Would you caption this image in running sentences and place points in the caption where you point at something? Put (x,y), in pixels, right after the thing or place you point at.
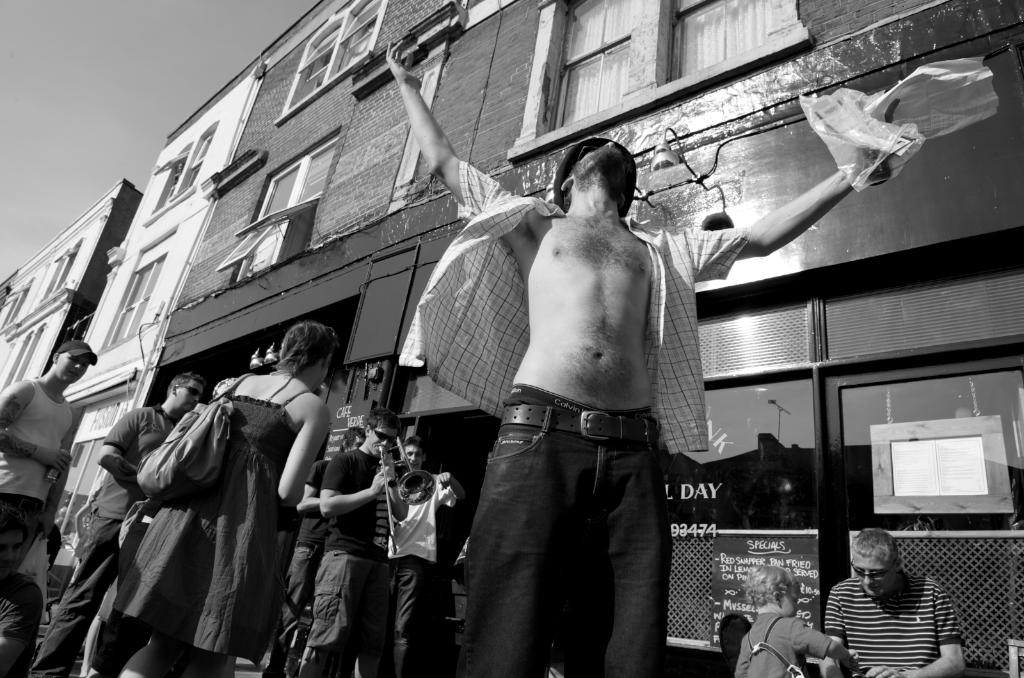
This is a black and white picture. I can see group of people (368,426) standing, there is a person (362,663) holding a musical instrument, this is looking like a building (301,273), and in the background (160,54) there is sky (133,44).
